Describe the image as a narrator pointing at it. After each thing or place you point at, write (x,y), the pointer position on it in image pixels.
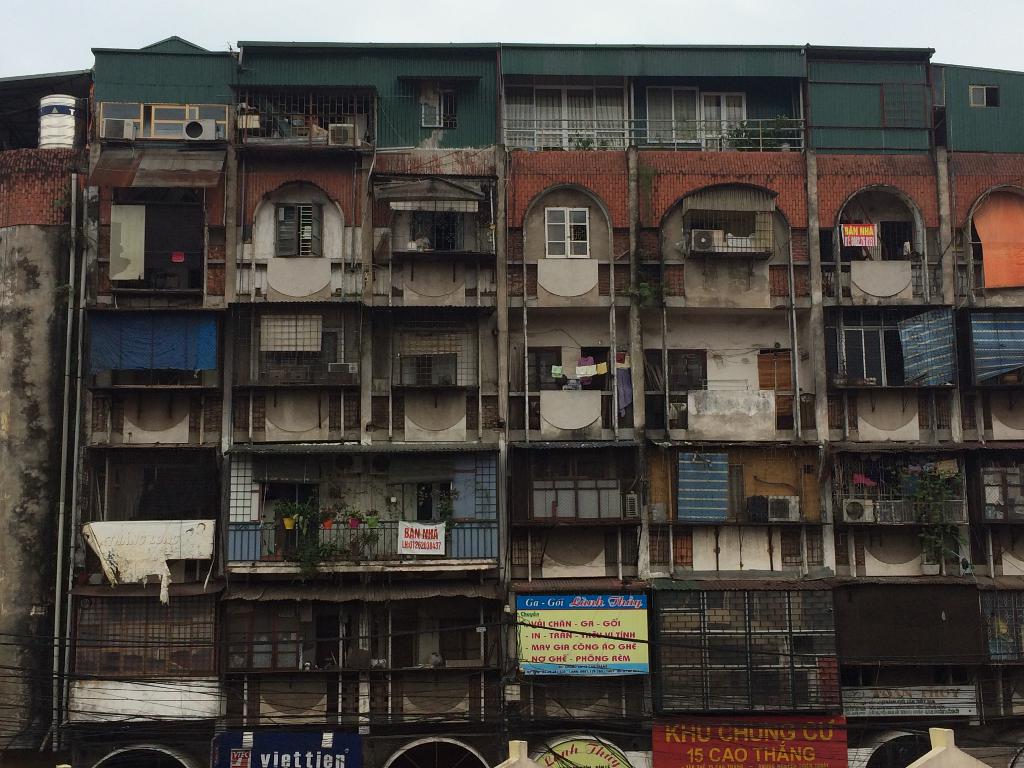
Picture of a building (627,732). Here we can see windows (453,231), plants (350,519), hoardings (605,622), banners (742,766), grill (403,353) and sky (520,21).
